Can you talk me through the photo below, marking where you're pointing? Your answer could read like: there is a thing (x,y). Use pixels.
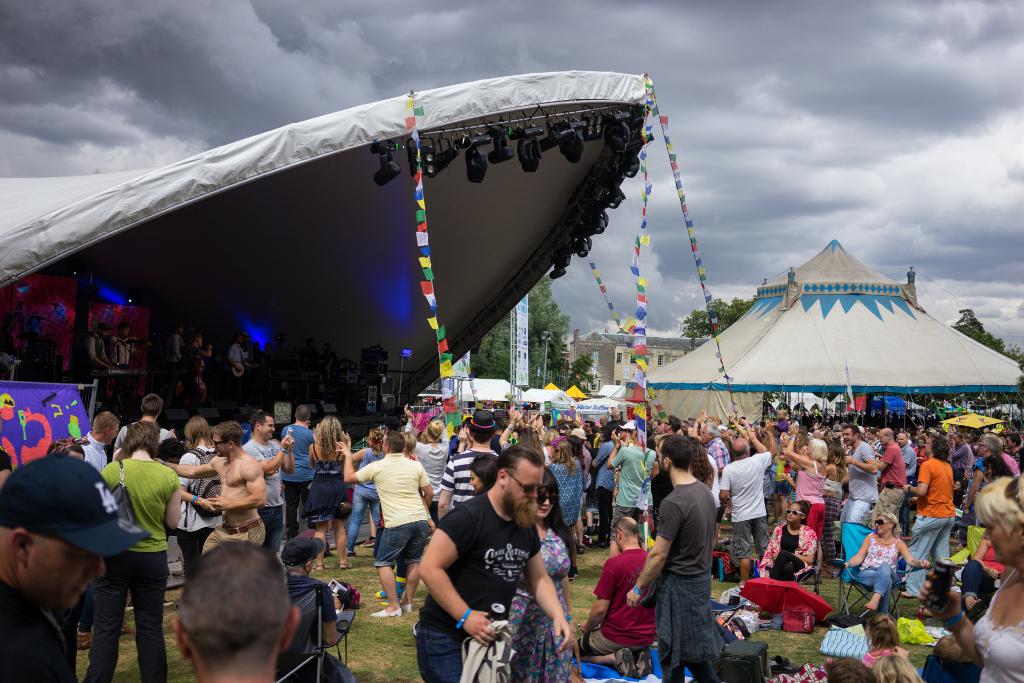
In the background (376,18) we can see the sky (376,18) and it seems like a cloudy day. In this picture we can see the tents (941,342), trees (985,341), building (610,356), green grass (403,609). We can see the crowd (991,559) and few are sitting on the chairs (954,561). We can see an umbrella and few objects (800,618). On the left side of the picture (103,355) we can see a platform (186,420), people (118,360) playing musical instruments (102,371), lights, cloth shed (329,294) and colorful flags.
